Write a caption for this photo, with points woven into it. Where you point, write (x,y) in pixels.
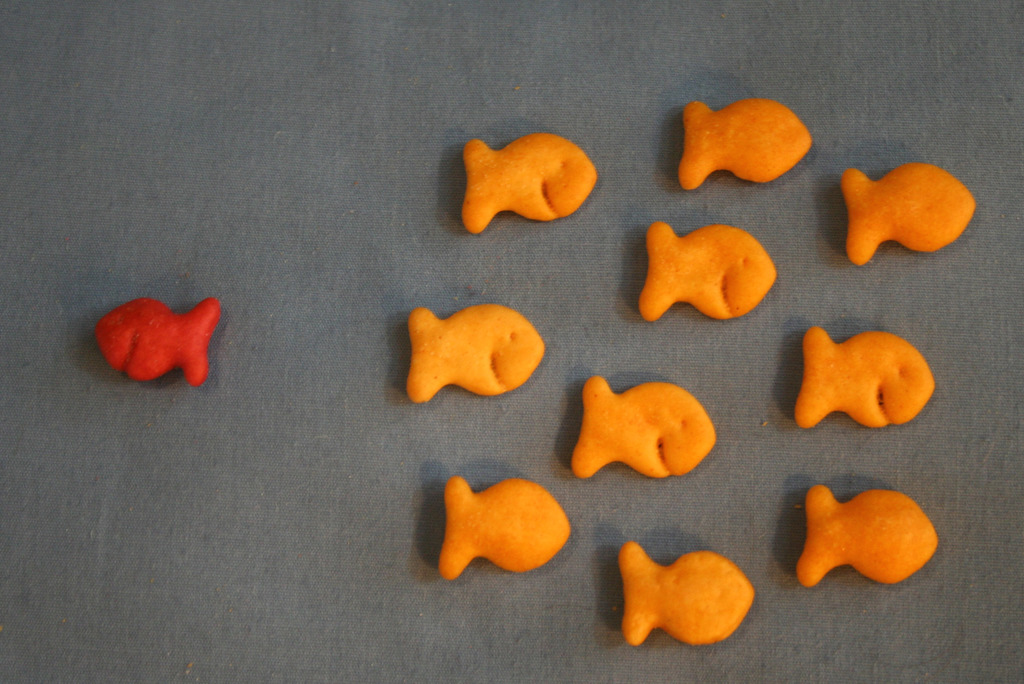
In this image we can see fish shaped thing (512,501) are kept on grey color surface (330,324).
